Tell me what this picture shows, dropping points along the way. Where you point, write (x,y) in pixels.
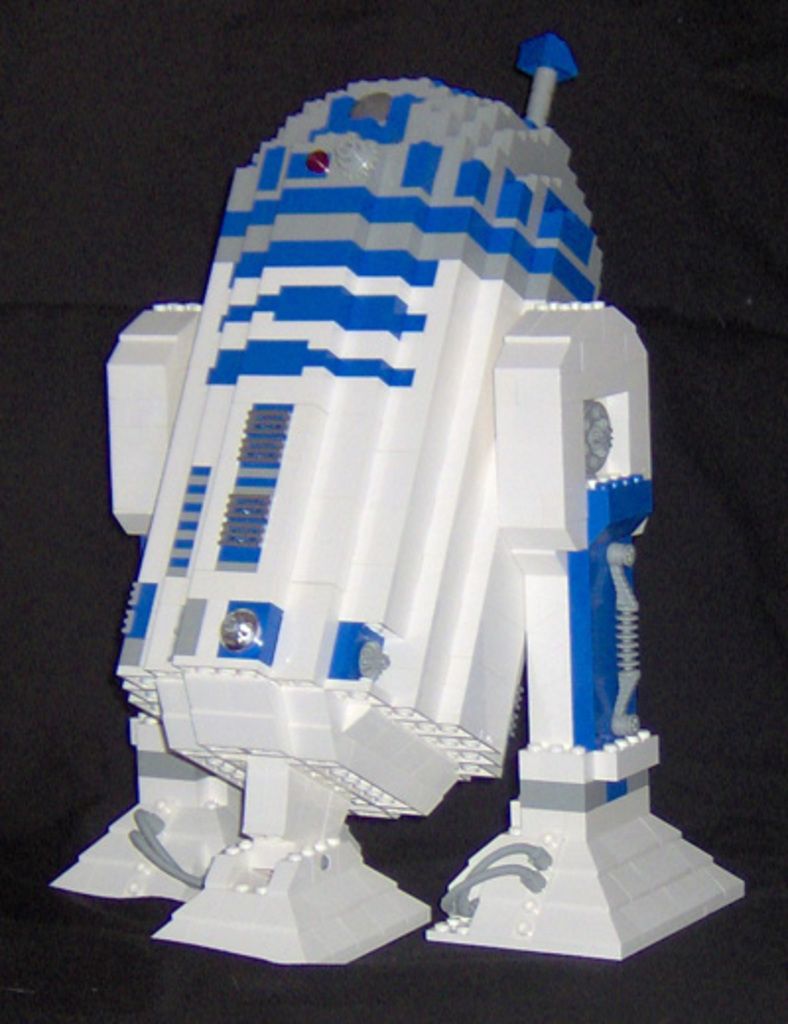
In this picture we can see Lego (535,63). Background (172,123) is black in color.
